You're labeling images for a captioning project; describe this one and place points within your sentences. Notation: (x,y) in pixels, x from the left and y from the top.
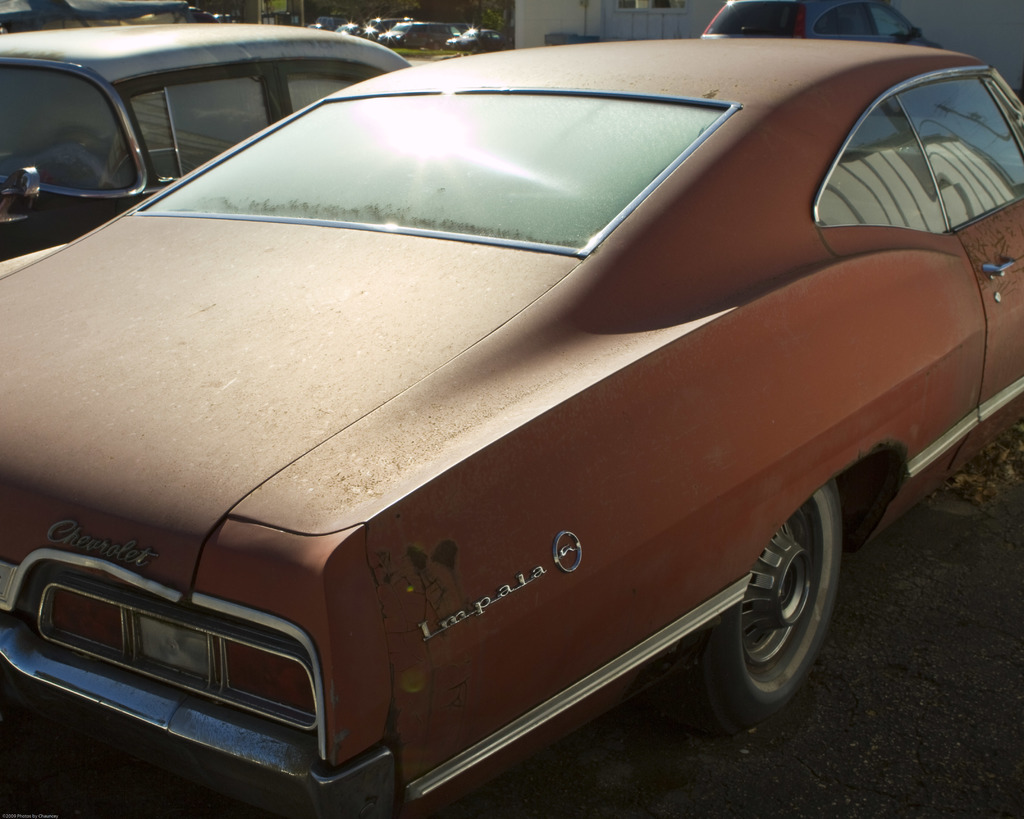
In the center of the image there are cars (63,660).
